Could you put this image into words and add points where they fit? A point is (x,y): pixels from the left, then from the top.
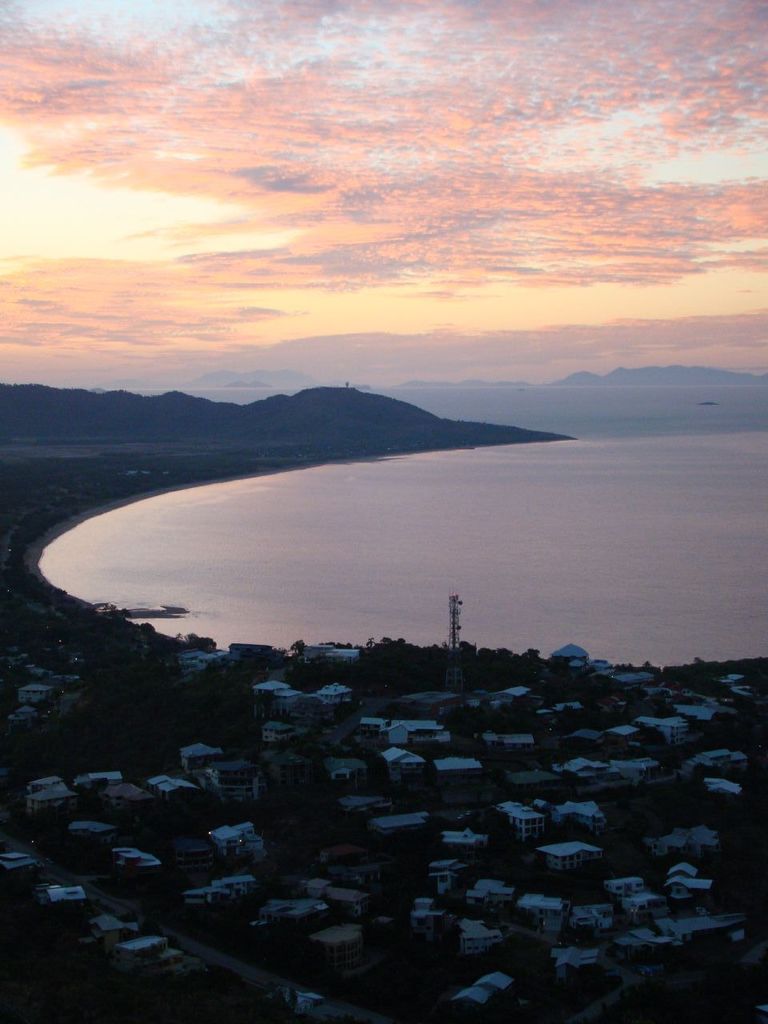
In this image, I can see the hills (182,402). I think this is the sea (612,527) with the water (579,548). These are the clouds (418,204) in the sky (572,211). At the bottom of the image (190,784), I can see the houses (442,893). This looks like a tower (451,594). I think these are the trees (384,669).
